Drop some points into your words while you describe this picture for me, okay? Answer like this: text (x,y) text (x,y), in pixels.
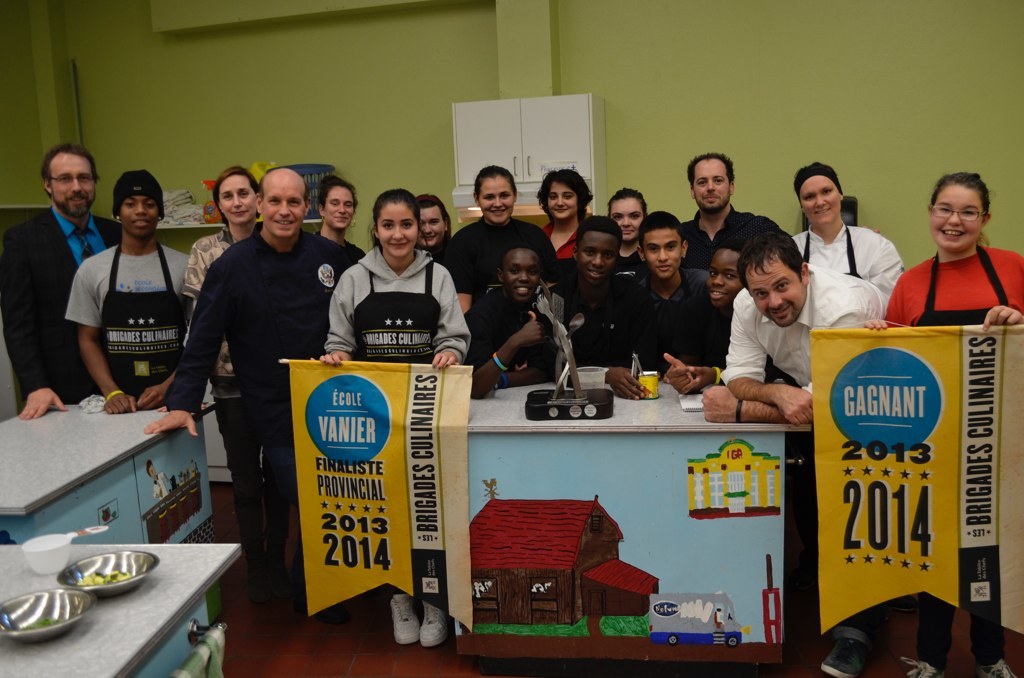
In this image there are people (541,336) on the floor (401,671). Left side a woman (388,269) is holding the banner (419,406). Beside her there is a table (650,440) having few objects (607,411). Right side (878,469) there is a woman (972,284) holding a banner (915,548). Left side (69,461) there are tables (98,610) on the floor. Left bottom there is a table (105,621) having bowls (79,573) and a cup (57,554). Background (574,137) there is a wall (655,115) having a cupboard (556,137) attached to it. Left side (310,174) there are few objects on the shelf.
